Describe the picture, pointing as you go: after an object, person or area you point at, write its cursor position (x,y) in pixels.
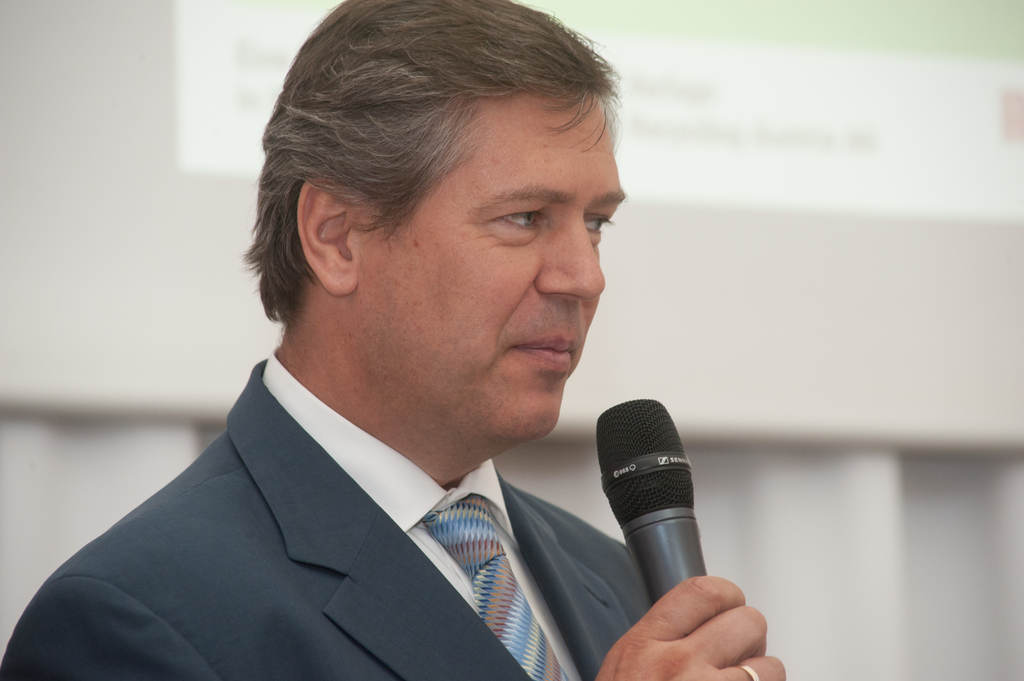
The person (303,580) wearing a blue suit (303,580) is holding a mike (683,556) in his right hand (709,595) and the background (151,240) is white in color.
